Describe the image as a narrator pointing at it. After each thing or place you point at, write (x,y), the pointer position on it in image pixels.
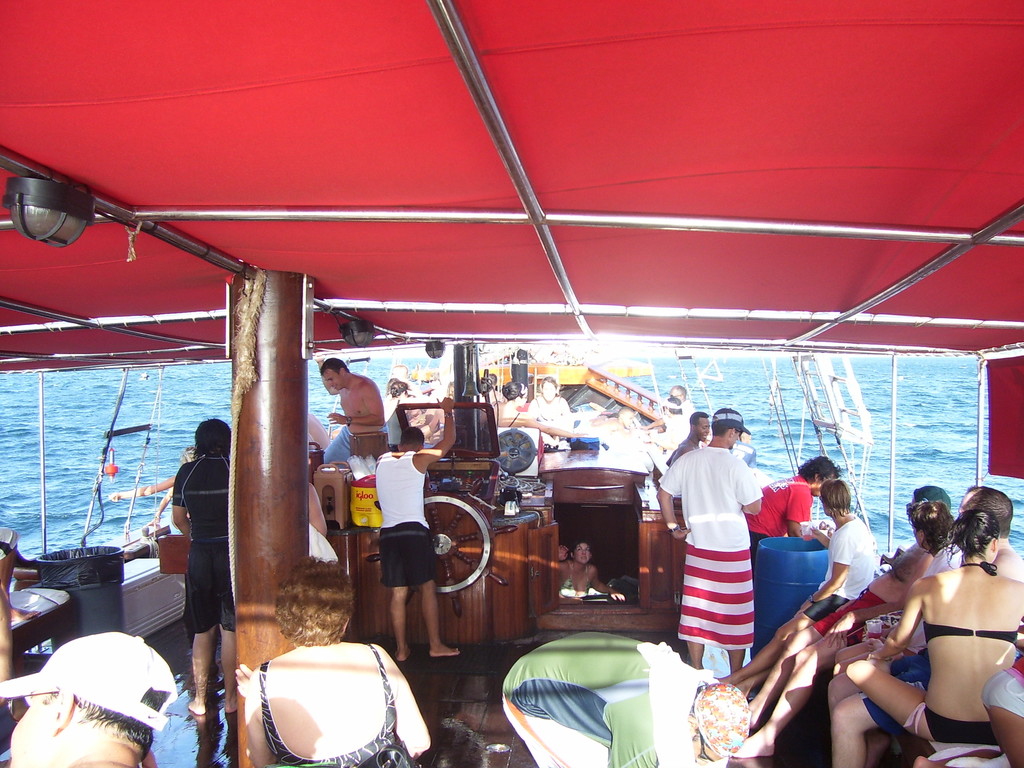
This image consists of many persons (449,437). They are sailing in the boat (491,488). In the background (932,473), there is water (975,461). The roof (292,183) of the boat (137,131) is in red color.
